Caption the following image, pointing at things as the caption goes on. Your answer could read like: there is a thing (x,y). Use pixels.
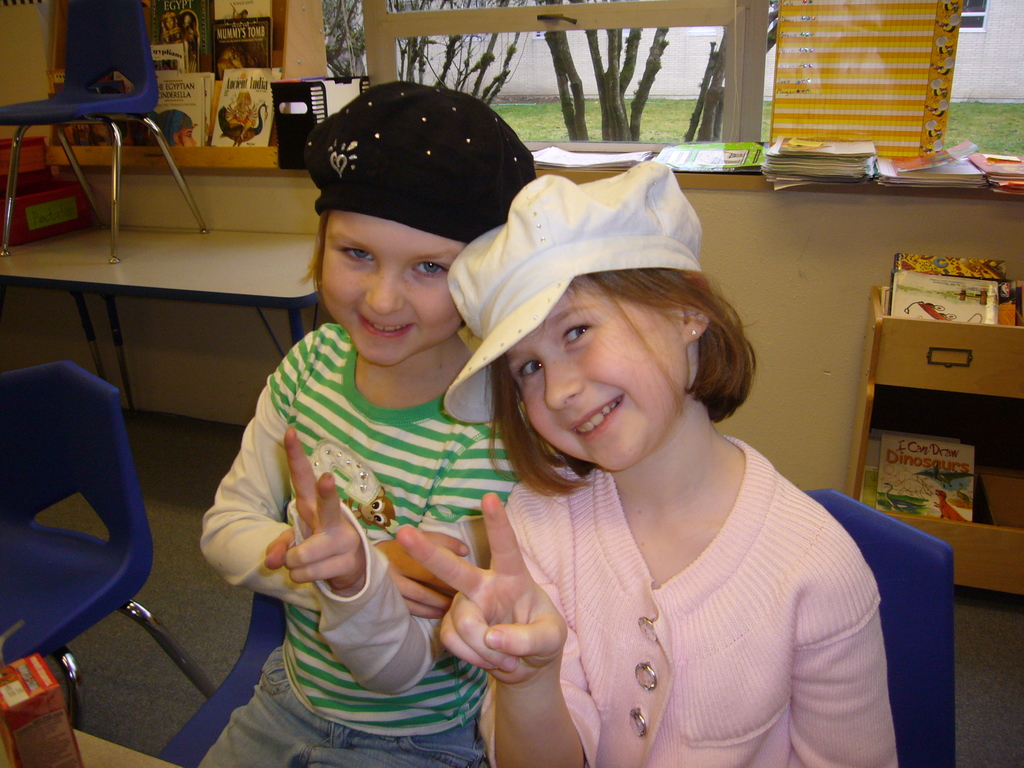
In the picture we can find a two children (661,356) sitting on a chair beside them there is one more chair (53,605) which is blue in colour. In the background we can find a window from the window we can find a grass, trees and we can also find a wall (245,189), one chair (96,212) on the table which is also blue in colour. And we can find some books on the window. And the two children (506,394) are wearing a cap (516,336).
